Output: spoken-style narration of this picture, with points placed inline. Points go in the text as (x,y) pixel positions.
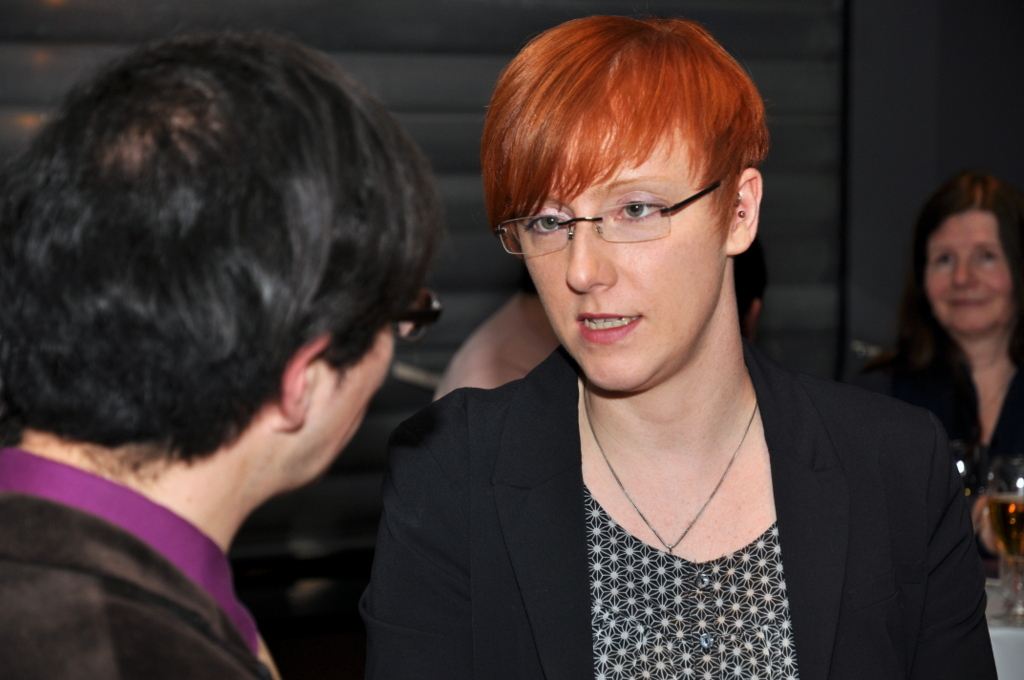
In this image there are group of people (571,437), glasses (1022,591) on the table (1014,626), wall (849,338).
